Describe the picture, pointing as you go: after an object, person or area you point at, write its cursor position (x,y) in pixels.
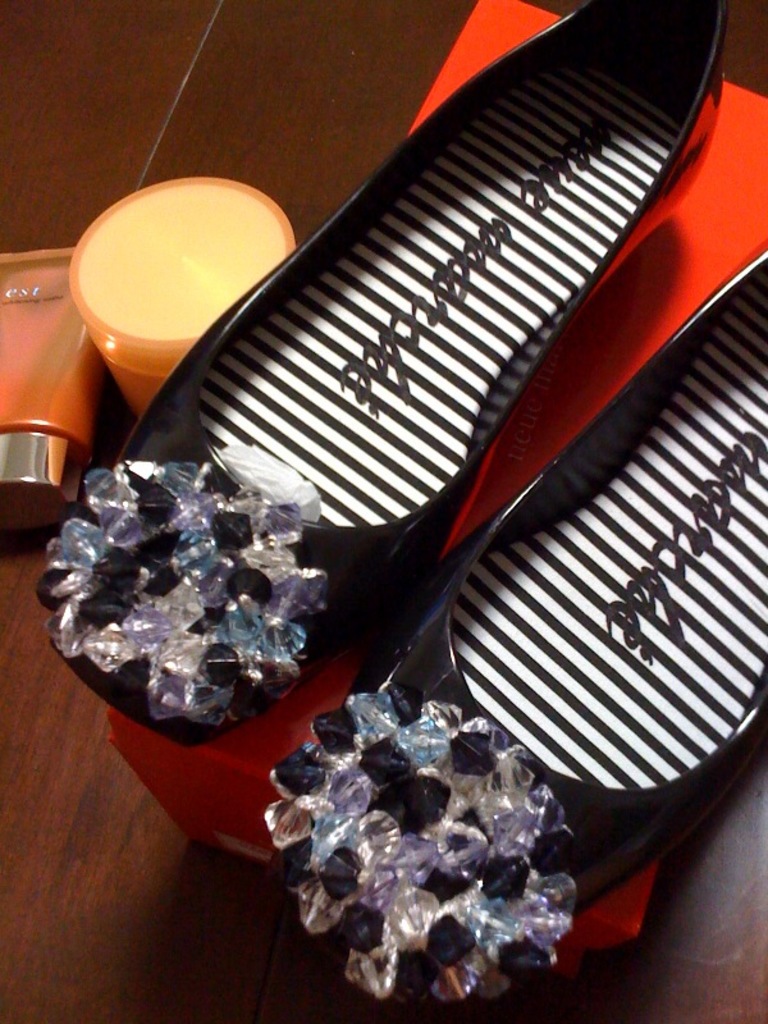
In this image, I can see a pair of shoes (449,450), which are black and white in color are placed on the red color box (589,371). This looks like a cosmetic tube (37,403) and a small bottle (117,355), which are placed on the floor (103,900).
